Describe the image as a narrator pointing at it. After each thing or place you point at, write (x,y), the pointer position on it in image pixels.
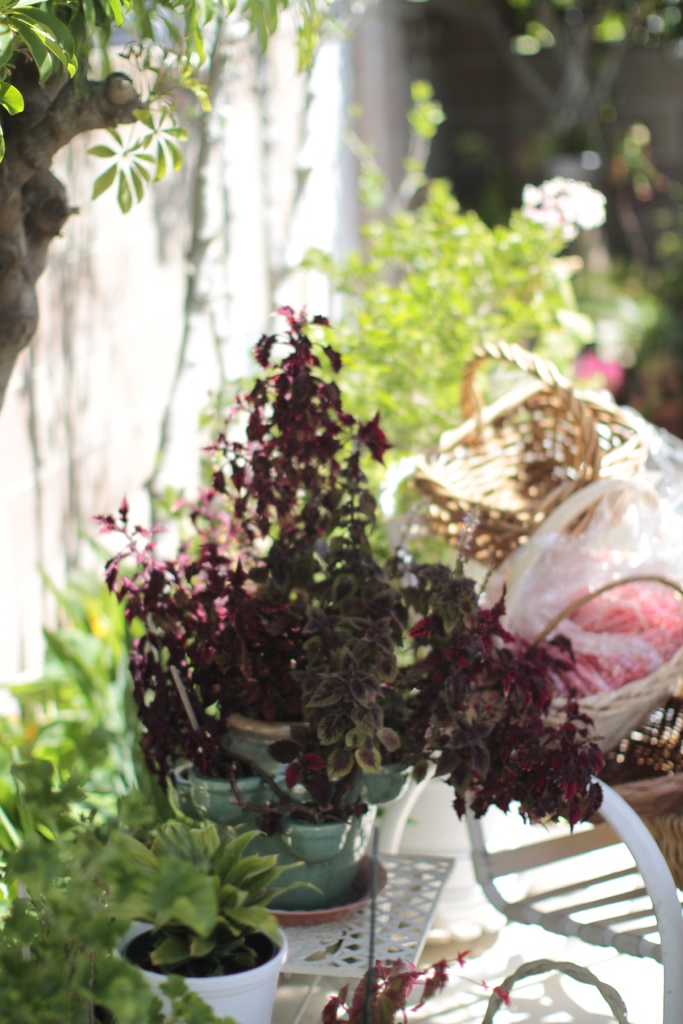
In this image there is a tree (134,163) and some plant pots (216,996) arranged on the stand (370,920) beside the wall (7,600).
